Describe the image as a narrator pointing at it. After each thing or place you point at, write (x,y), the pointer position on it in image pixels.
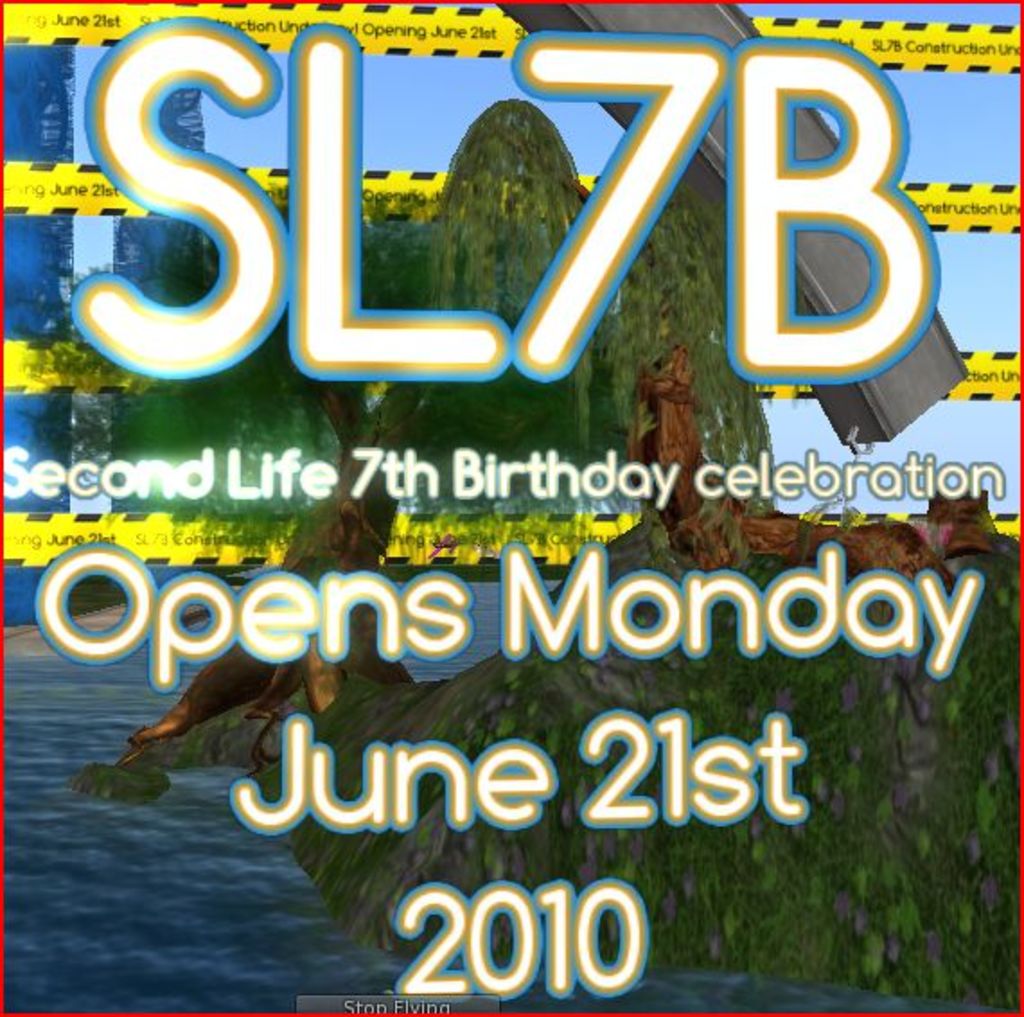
We can see poster (64,905), in this poster (607,812) we can see trees (294,531), water (131,888) and some text (375,755).
